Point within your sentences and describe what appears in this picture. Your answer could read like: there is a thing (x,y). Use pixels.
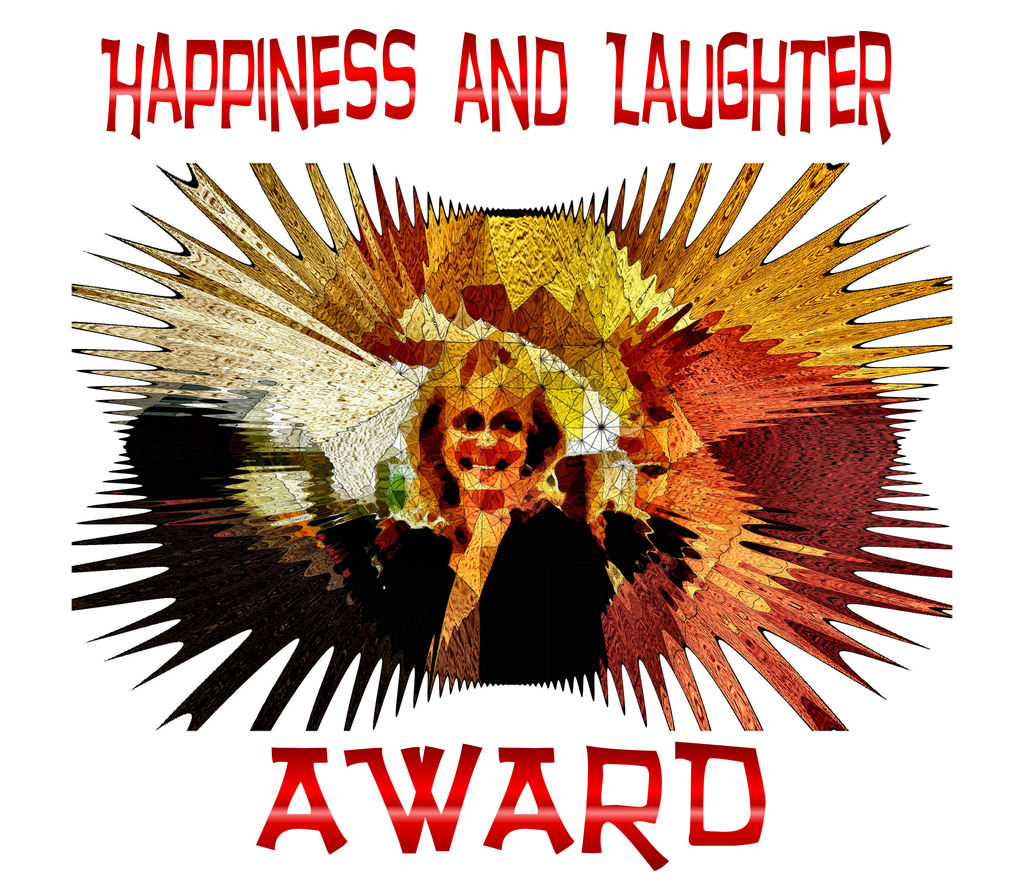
This is a graphic image with a picture of a person (476,389) and some text (396,801).
